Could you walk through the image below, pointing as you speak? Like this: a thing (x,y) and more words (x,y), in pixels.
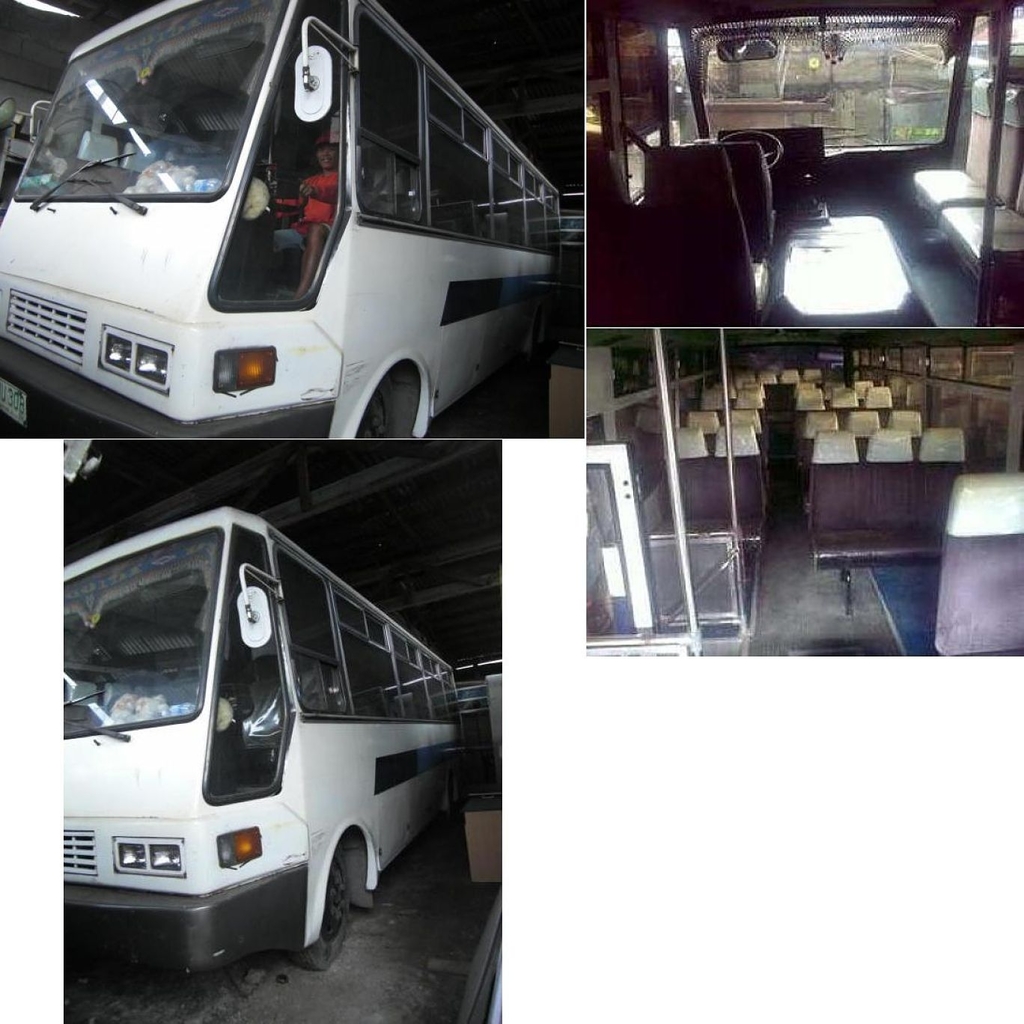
This is a collage image where we can see white color bus (89,780) on the left side of the image (226,430). On the right side of the image (944,497) we can see the inner view of a bus (866,619) where we can see the seats (980,531) and windshield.
